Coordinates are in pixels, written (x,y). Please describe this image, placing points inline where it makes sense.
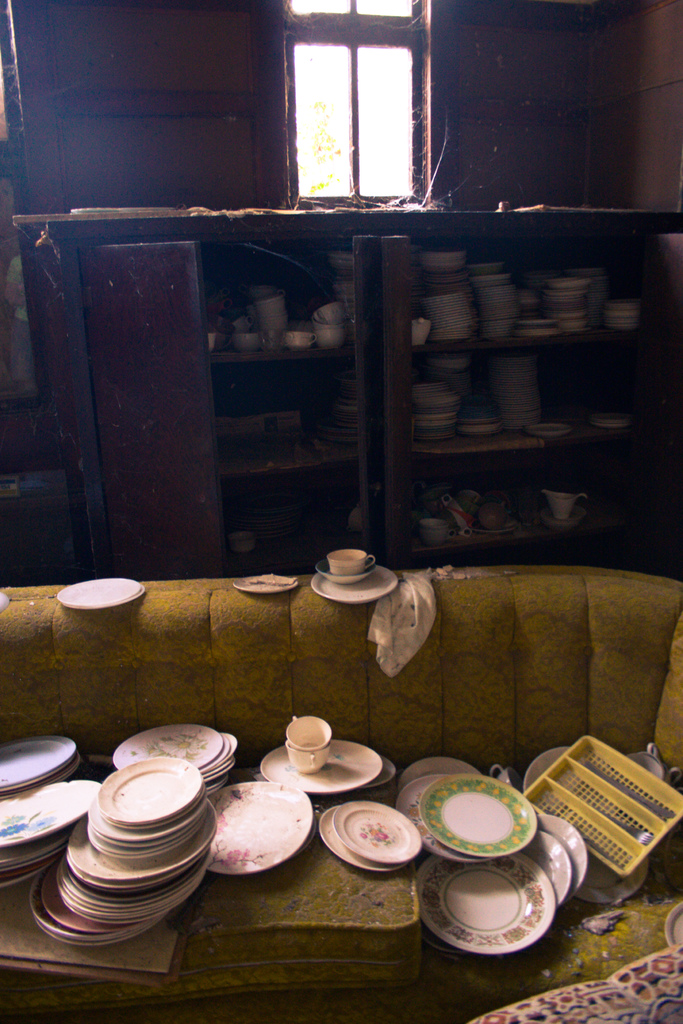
In the image there is a sofa (617,662) with tea cups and saucers (292,812) on it and in the back (131,317) there is a rack (115,322) with many bowls (527,302) and dishes (263,315) in it followed by a window (382,126) on the wall (223,119).
